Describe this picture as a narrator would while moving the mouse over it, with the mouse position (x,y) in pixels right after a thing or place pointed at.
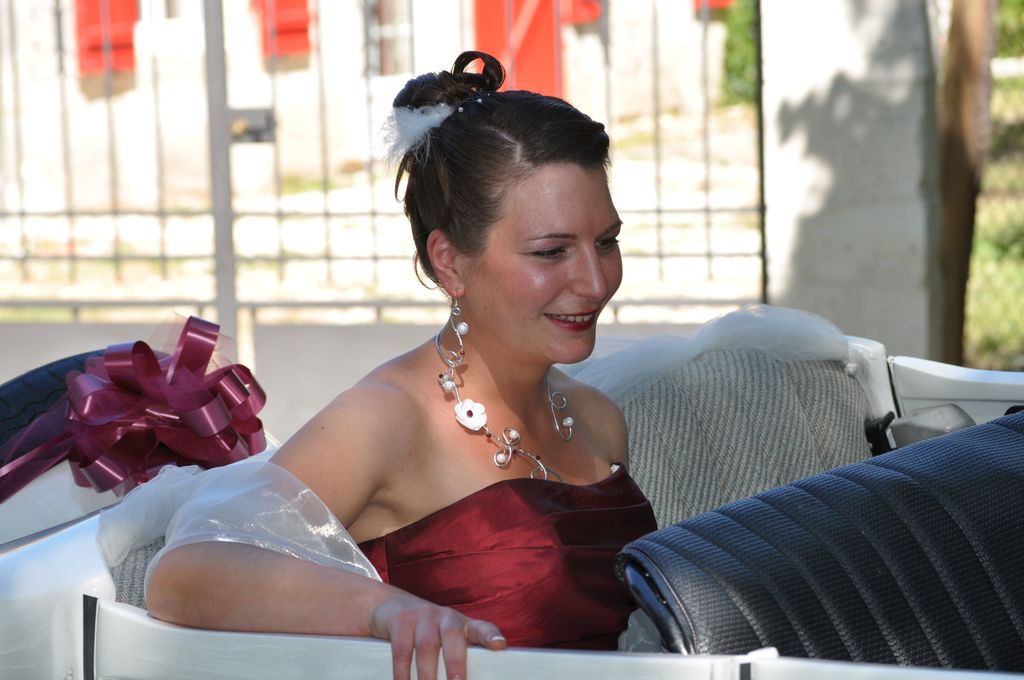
In the foreground of this image (429,541), there is a woman (429,541) in a vehicle (198,645) and there is a ribbon (146,416) on the left (146,420). Behind her, there is a metal grill (161,212) and the wall (788,79). In the background (1005,144), there is greenery (729,50) and remaining objects (568,61) are not clear.
